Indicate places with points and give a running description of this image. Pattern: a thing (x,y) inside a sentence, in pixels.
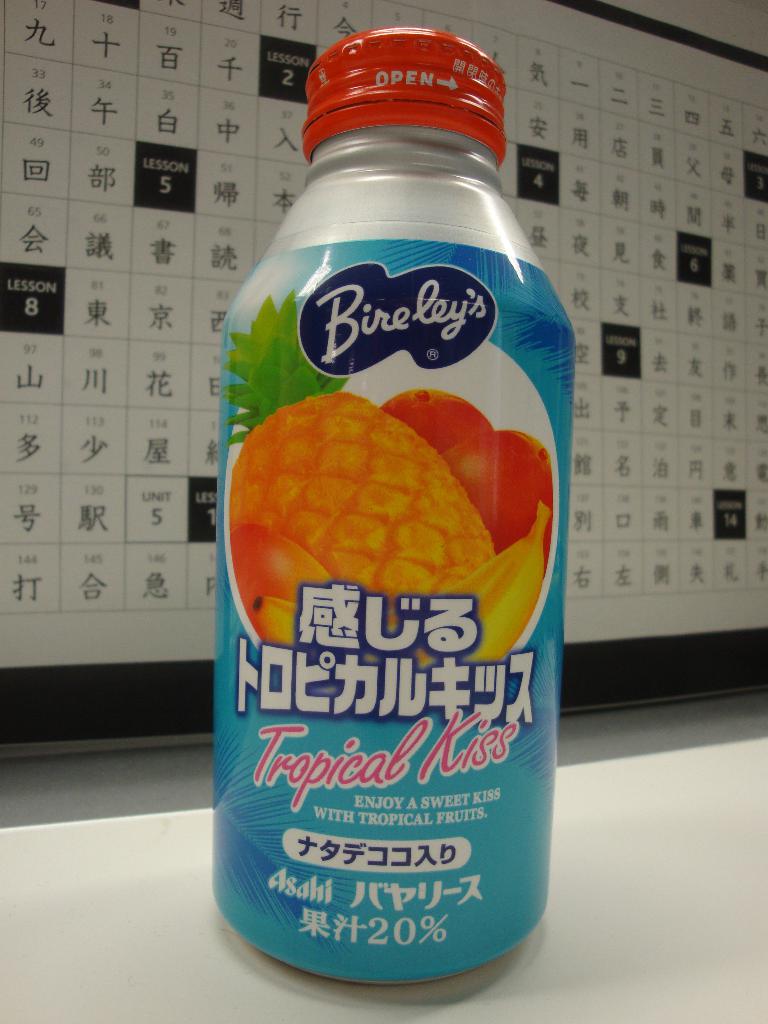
In the image we can see there is a juice bottle (410,359) on which it's written "Bireley's".
